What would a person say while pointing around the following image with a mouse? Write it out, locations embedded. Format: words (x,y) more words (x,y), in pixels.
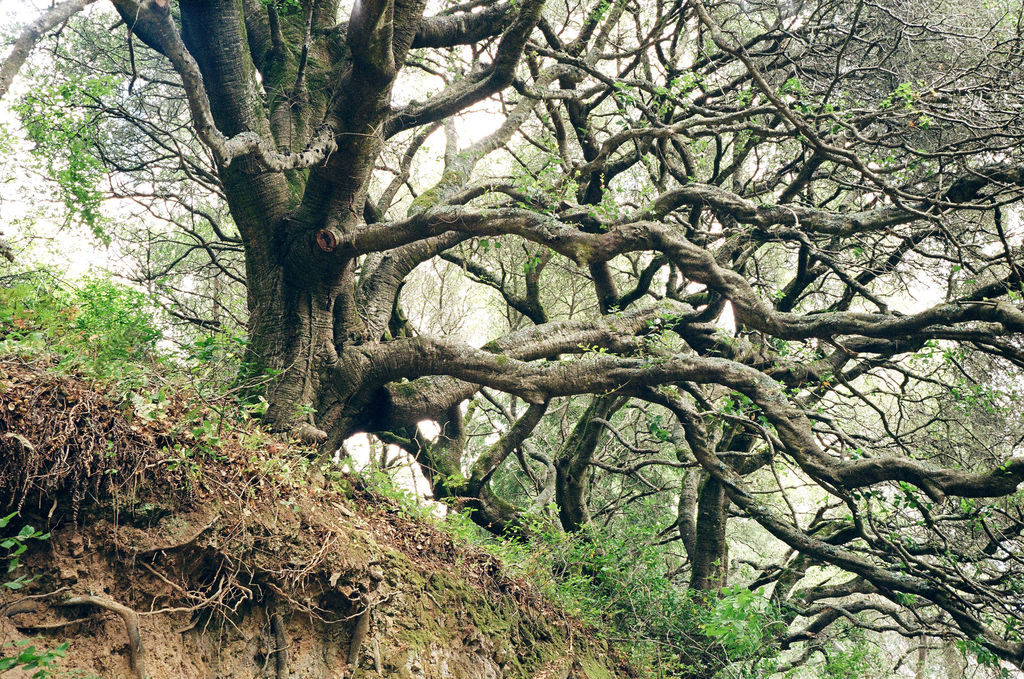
These are the very big trees (787,210), this is the soil (341,616) on the left side of an image (271,591).
